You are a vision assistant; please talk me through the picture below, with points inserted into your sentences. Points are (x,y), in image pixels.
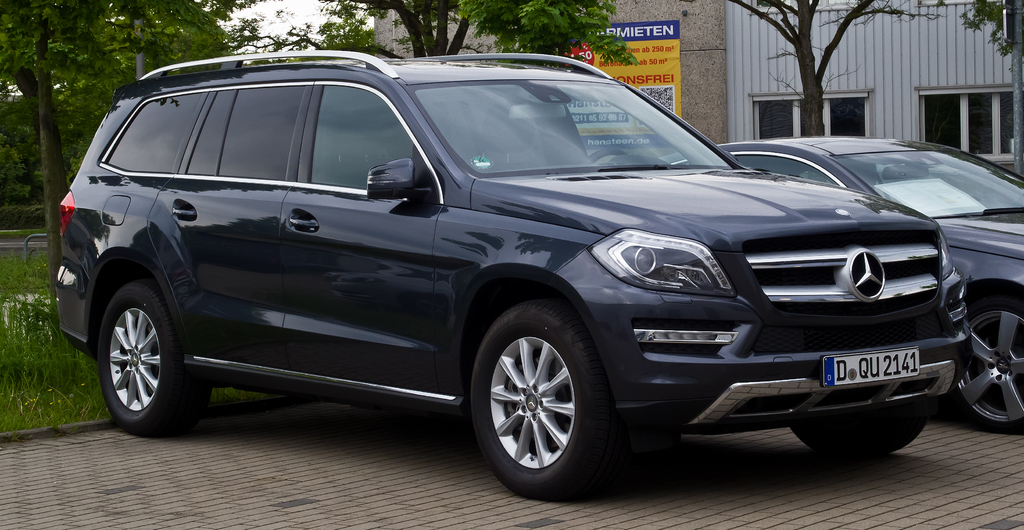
In this picture we can see black color car (491,328) near to the grass (97,396). On the right (999,313) we can see another car (989,191). In the background (968,83) we can see many trees (540,27) and building (864,39). Here we can see poster (653,75). On the right (973,109) background (958,109) there are two windows (854,121). On the top (310,13) there is a sky (251,5).
